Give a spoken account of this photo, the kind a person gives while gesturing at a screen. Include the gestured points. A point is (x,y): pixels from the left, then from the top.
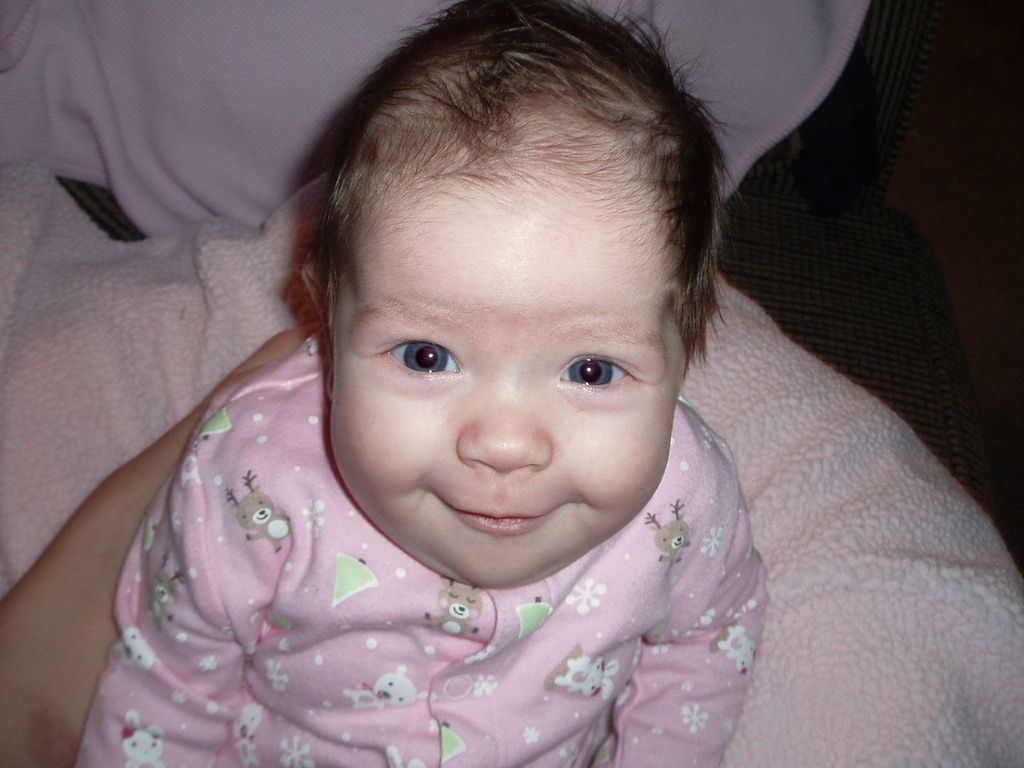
In the center of the image (585,469) we can see a kid (550,607) smiling. At the bottom (860,584) there is a cloth (846,424). On the left (10,652) we can see a person's hand (89,601).
